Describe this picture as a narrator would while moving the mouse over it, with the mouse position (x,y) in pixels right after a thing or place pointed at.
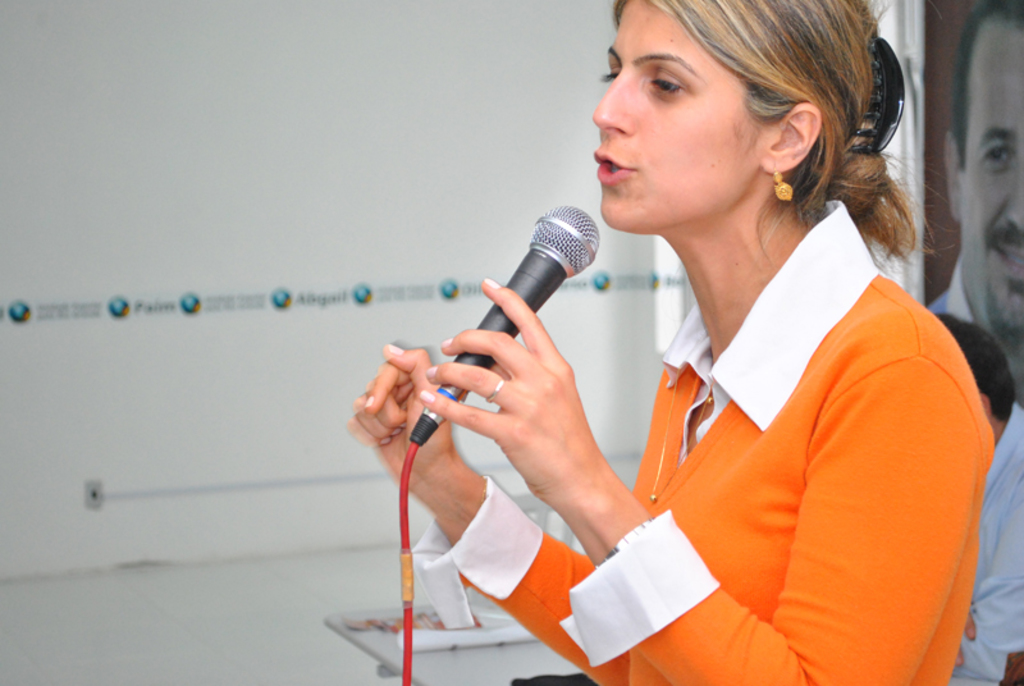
In this image there is a woman (748,164), she is wearing white and orange color shirt (786,490), holding a mic (543,281) in her hand (556,448), behind her there is a man (1004,592) sitting on chair (1009,670), in front of him there is a table (485,663), behind that man (1003,430) and there is a picture (1022,73) of a man (983,131), in the background (629,477) there is a wall (279,393).
